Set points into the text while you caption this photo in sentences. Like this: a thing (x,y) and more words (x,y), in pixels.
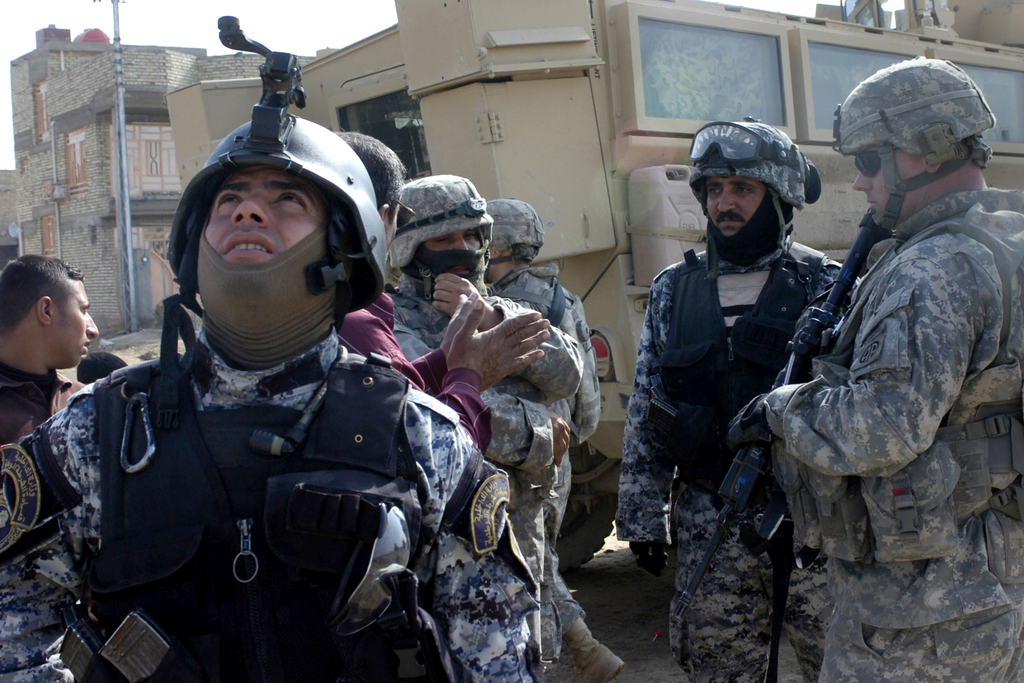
This picture is clicked outside. In the foreground (398,384) we can see the group of persons (394,420) wearing uniforms (700,343), helmets (419,207) and standing. In the background (584,454) we can see the sky (332,20), buildings (160,55), pole (125,318), vehicle (694,98), two persons (55,373) and some other objects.
